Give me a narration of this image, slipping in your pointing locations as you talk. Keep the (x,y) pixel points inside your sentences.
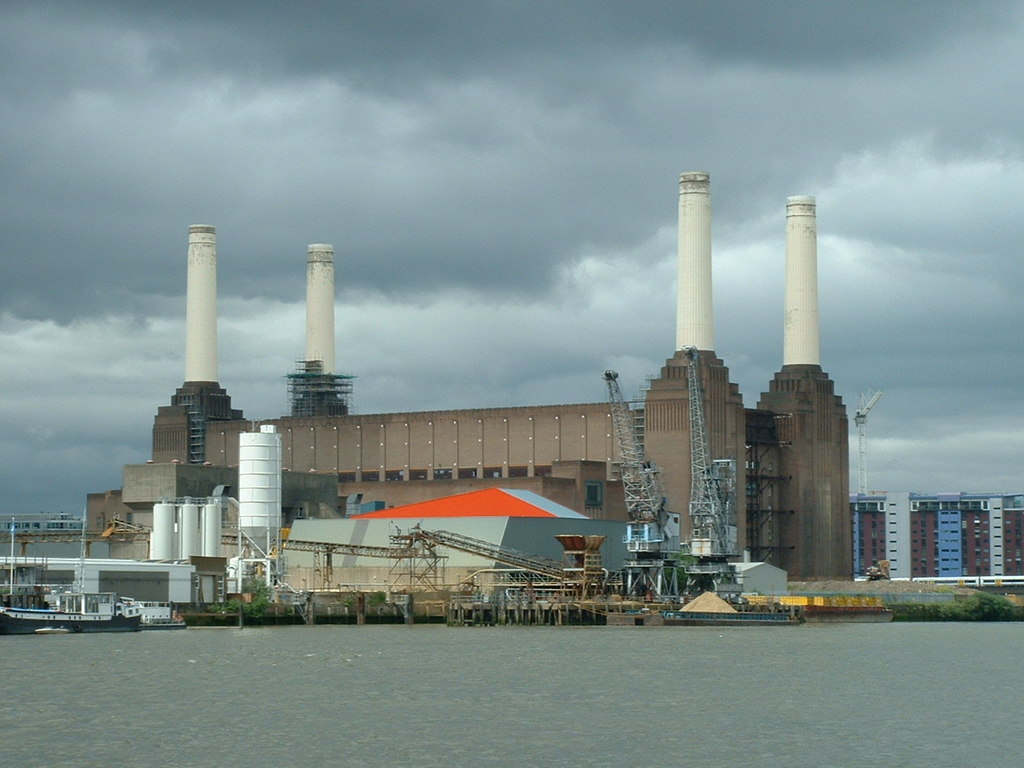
In this image there is the sky (550,184) towards the top of the image (569,135), there are clouds (471,160) in the sky (501,160), there are buildings (688,531), there are towers (801,500), there are objects (423,563) on the ground (866,583), there are plants (983,607) towards the right of the image (1001,606), there is water (564,692) towards the bottom of the image (318,696).
